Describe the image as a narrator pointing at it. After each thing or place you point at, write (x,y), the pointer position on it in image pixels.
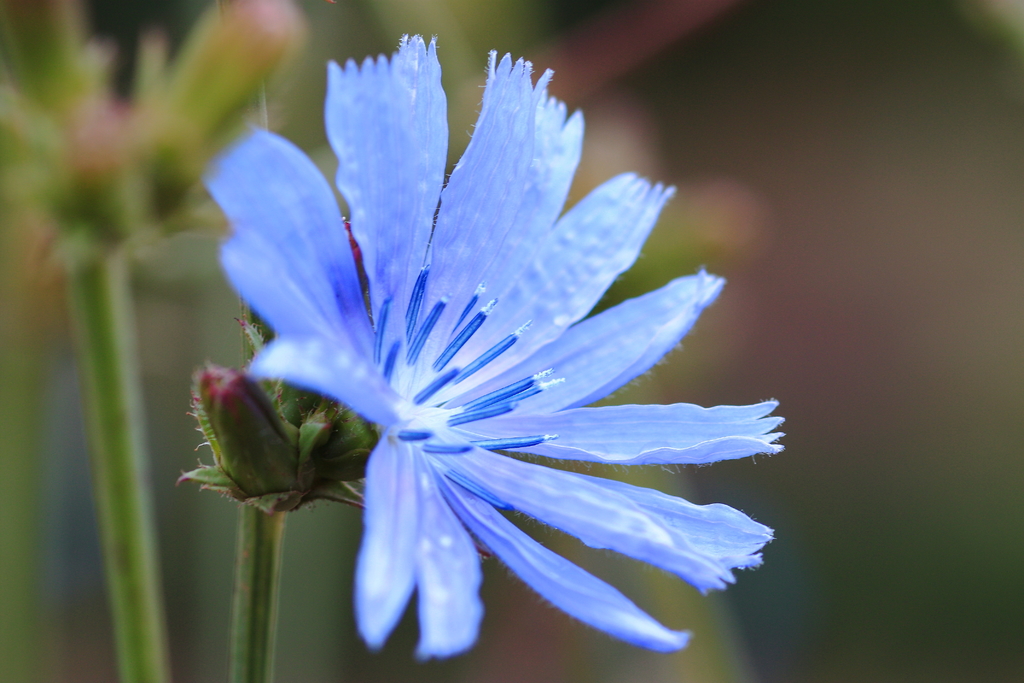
In the picture I can see the stem (102,317) and flower (406,233) of a plant (409,407).
